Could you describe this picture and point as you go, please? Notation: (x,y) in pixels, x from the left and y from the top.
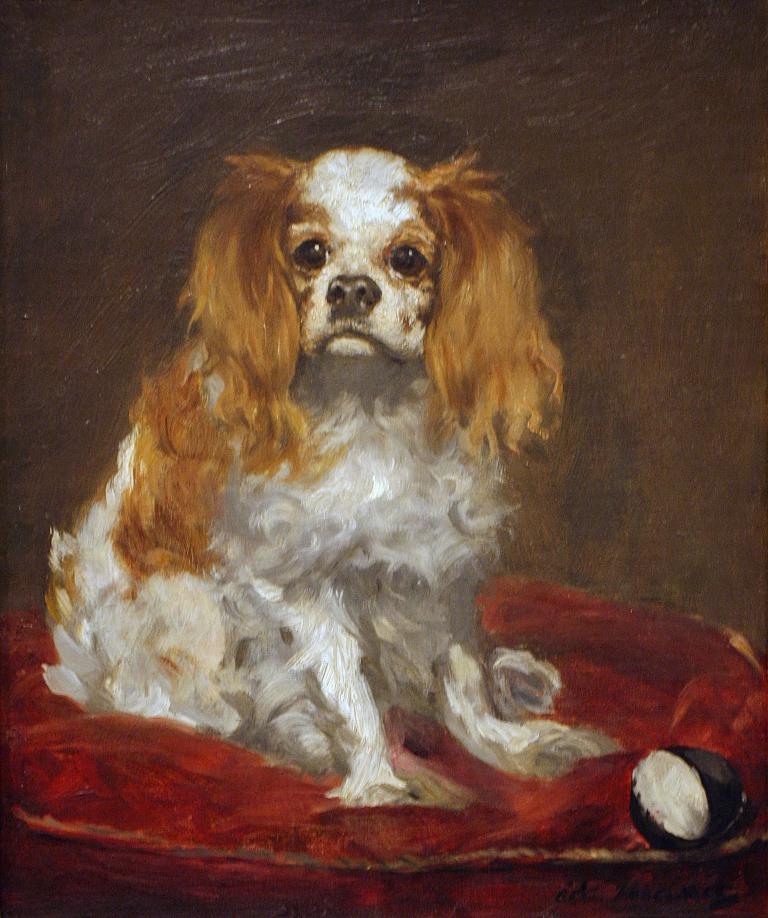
In this image, we can see a painting (501,119) of a dog (511,234) which is in brown and white color.
